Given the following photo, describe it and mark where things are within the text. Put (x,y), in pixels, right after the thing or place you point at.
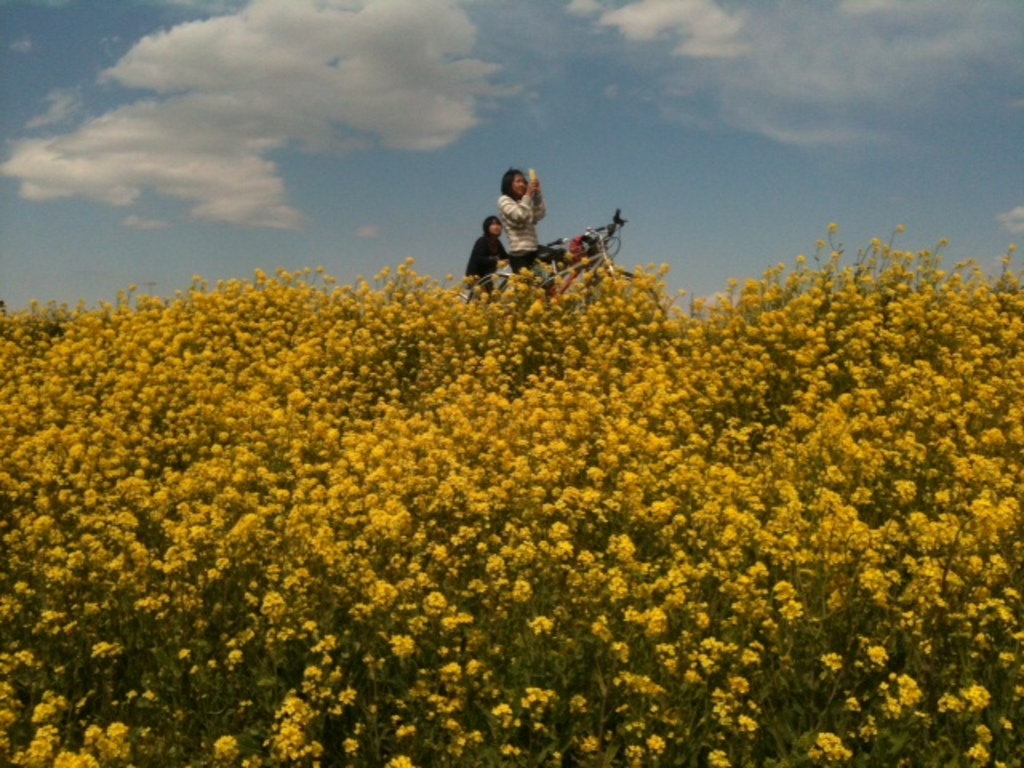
At the bottom of the image (243,612) there are some plants (225,307). Behind the plants (580,289) few people (536,195) are standing and there are some bicycles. Behind them there are some clouds (51,136) and sky (924,89).
